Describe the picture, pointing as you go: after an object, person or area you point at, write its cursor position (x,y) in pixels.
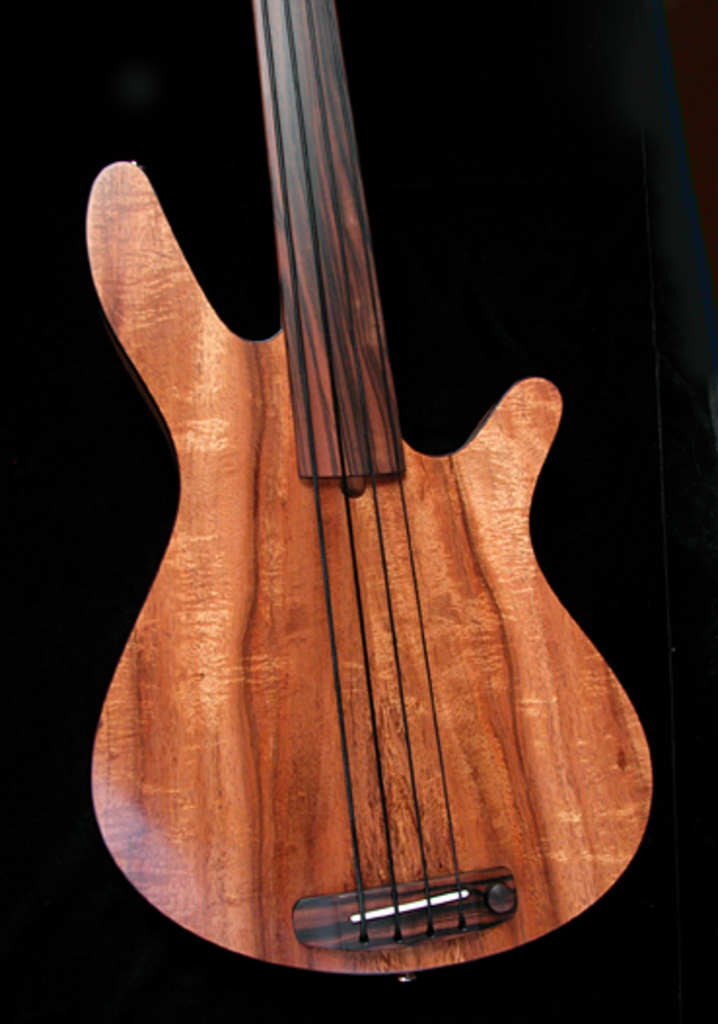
here is a wooden guitar (323,683).
